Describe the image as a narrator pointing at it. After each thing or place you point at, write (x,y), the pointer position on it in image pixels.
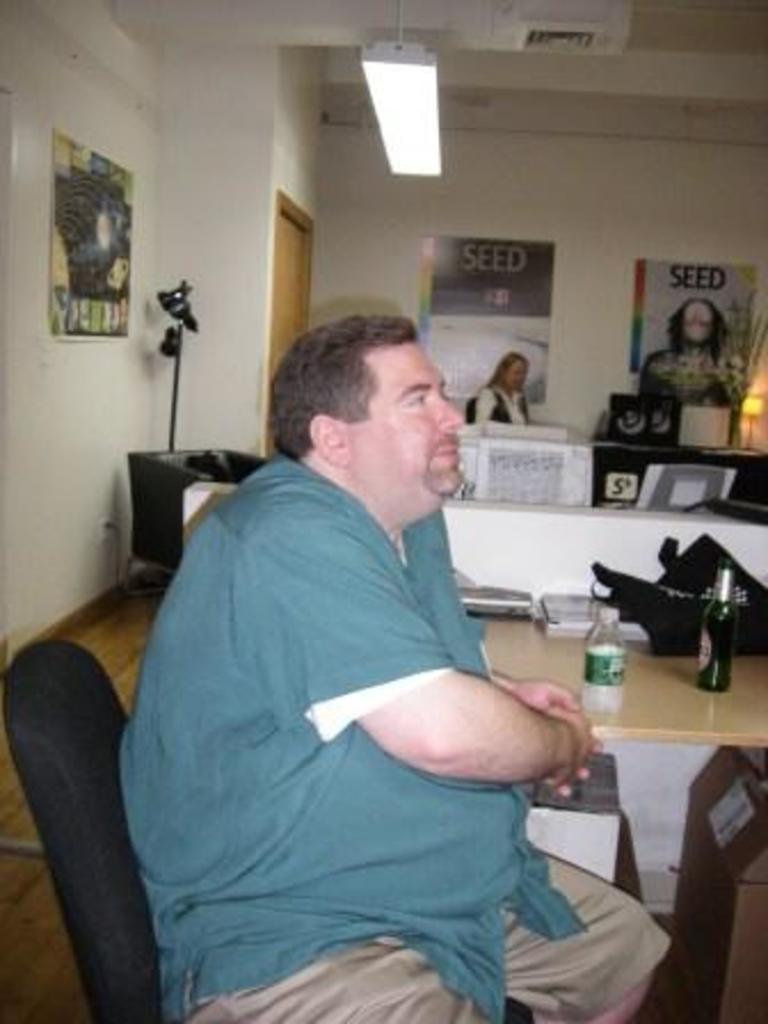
In this picture a man (227,667) is seated on the chair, next to him we can find bottles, books (563,605) on the table (635,712), in the background (650,285) we can see couple of wall posters (459,254) on the wall (584,309), and also a woman (507,379), on top of them we can find a light (409,138).
